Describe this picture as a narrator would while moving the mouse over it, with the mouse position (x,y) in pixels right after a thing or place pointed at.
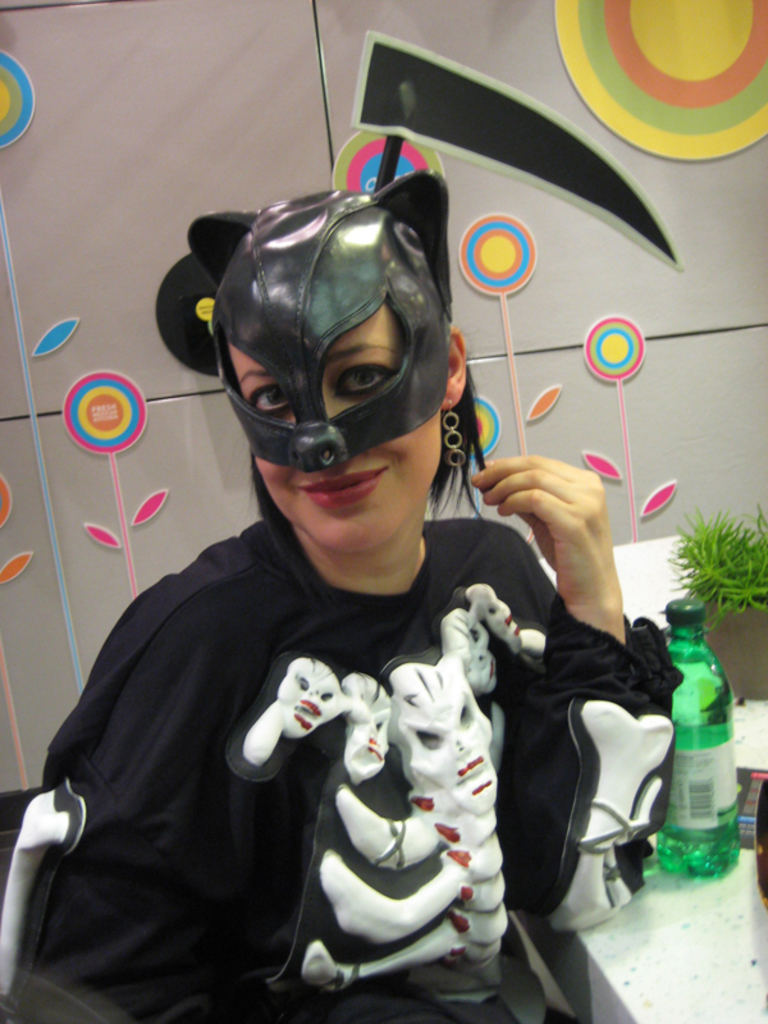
The women (335,483) wearing black fancy dress (359,608) is sitting and there is a table (652,919) beside her.
